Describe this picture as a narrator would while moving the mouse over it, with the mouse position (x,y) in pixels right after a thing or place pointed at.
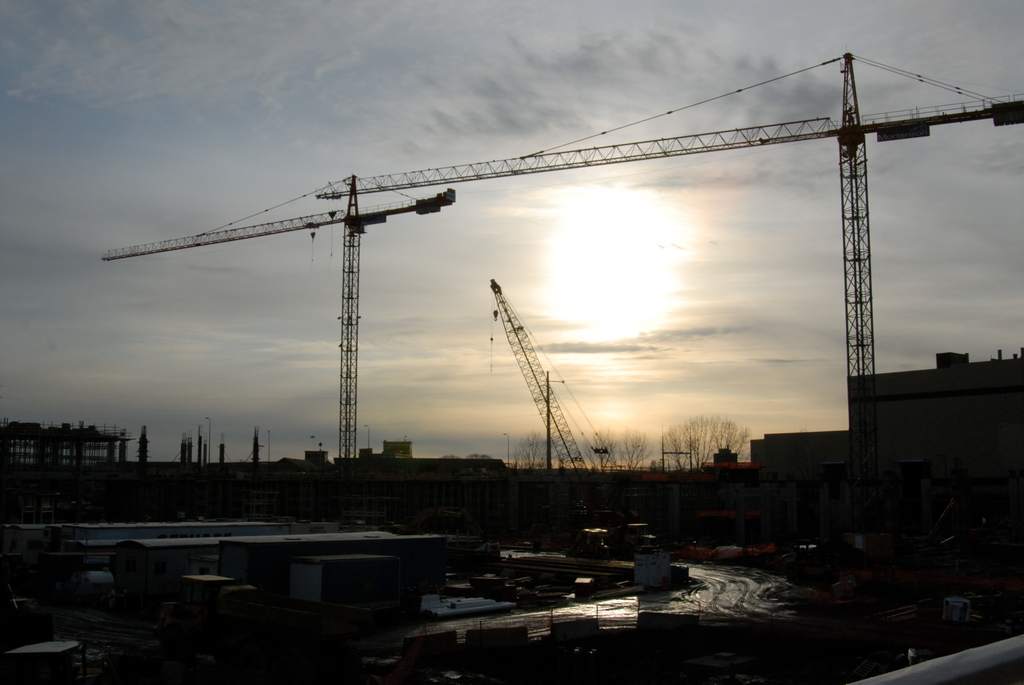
In the foreground of the image (411,572) we can see the road (99,642) and some objects (309,636). In the middle of the image (610,255) we can see the sun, building (783,475) and big crane (566,438). On the top of the image (532,35) we can see the sky (297,58).
